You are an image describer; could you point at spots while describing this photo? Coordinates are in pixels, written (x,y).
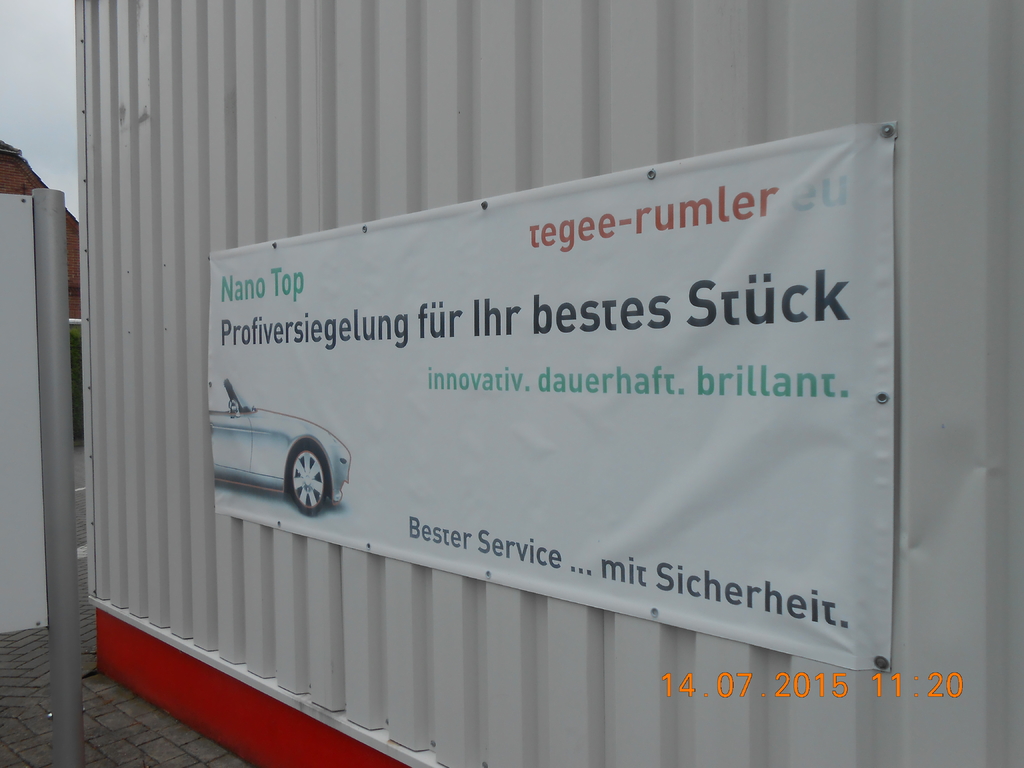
In the center of the image (361,435) there is a poster (449,431) sticked to the container (300,621). In the background (75,152) we can see sky (60,104).
